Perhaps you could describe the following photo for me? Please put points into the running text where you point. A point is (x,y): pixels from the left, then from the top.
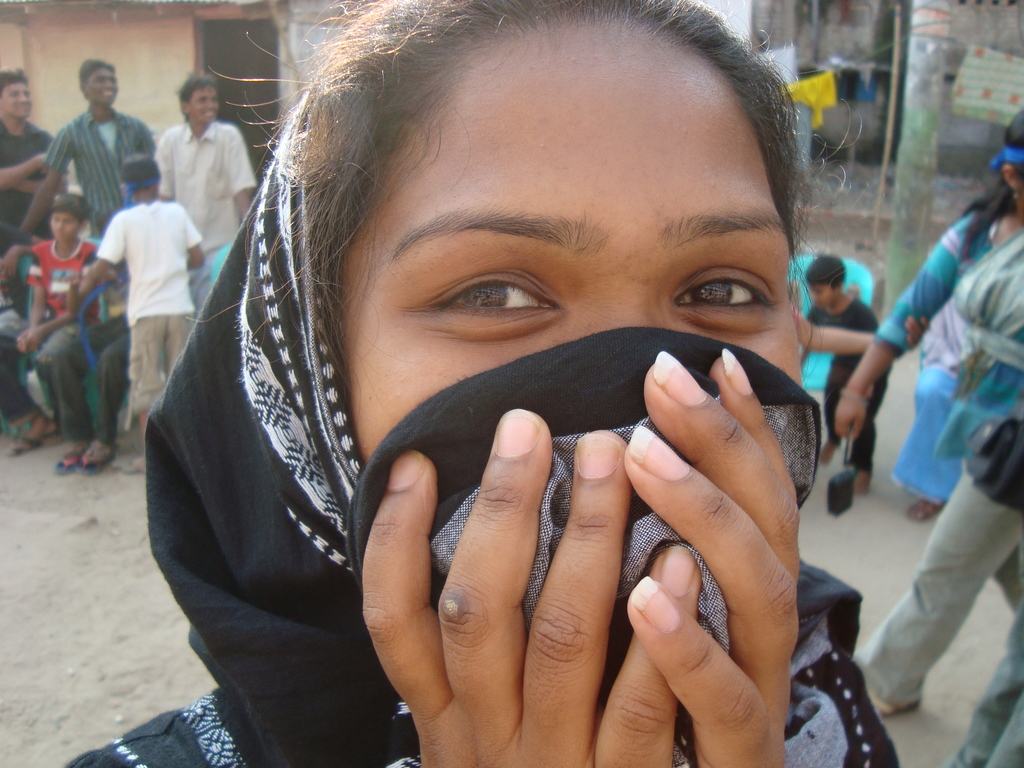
In the center of the image (526,277) there is a woman face (425,396). In the background (105,36) there are persons (951,227), pole (933,121) and buildings (173,63).
